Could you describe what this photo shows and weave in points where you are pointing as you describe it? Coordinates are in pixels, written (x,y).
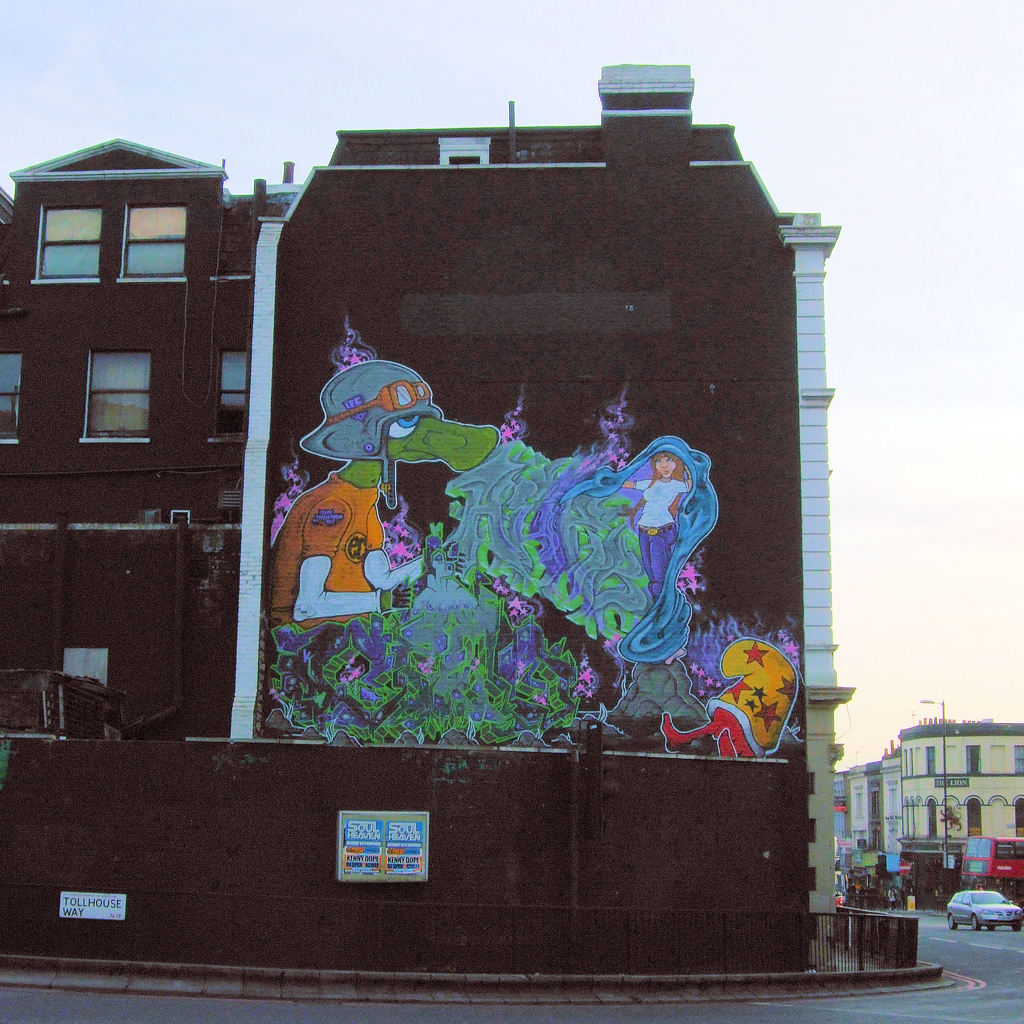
This picture shows buildings (815,715) and a car (956,905) moving on the road (932,937) and we see painting (461,476) on the wall (350,544) of a building (415,652) and we see a cloudy sky (853,131).
